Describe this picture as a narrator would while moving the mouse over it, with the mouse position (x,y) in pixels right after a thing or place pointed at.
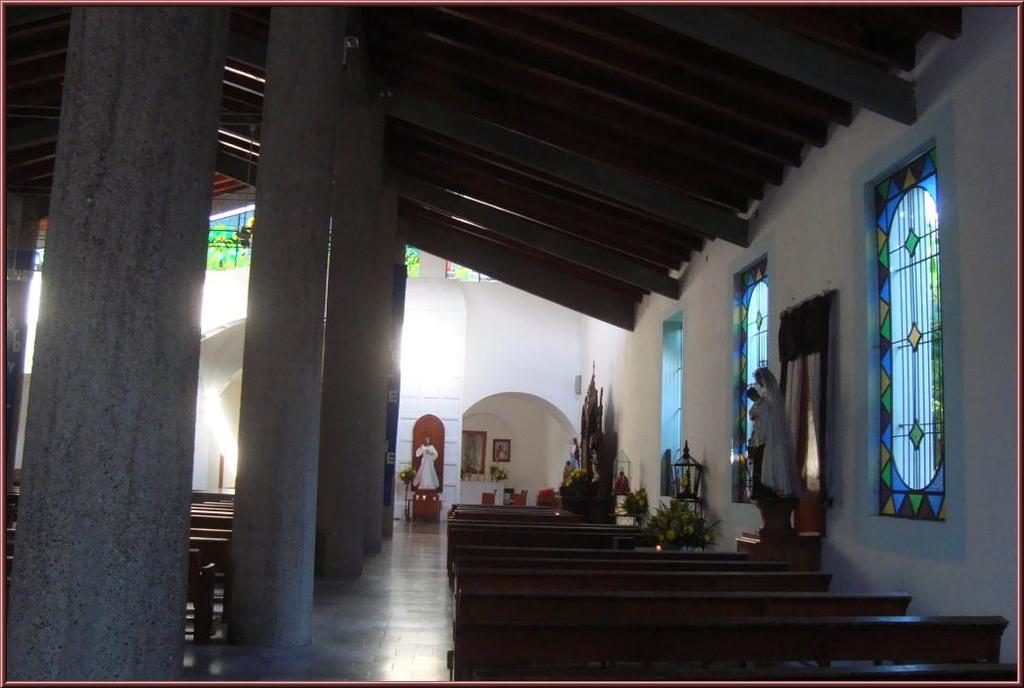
In this picture we can see pillars (174,309), benches (225,585) on the floor (403,591), statues (434,473), plants (707,537), windows (756,348) and some objects (780,549) and in the background (504,368) we can see frames (485,471) on the wall (528,463).
